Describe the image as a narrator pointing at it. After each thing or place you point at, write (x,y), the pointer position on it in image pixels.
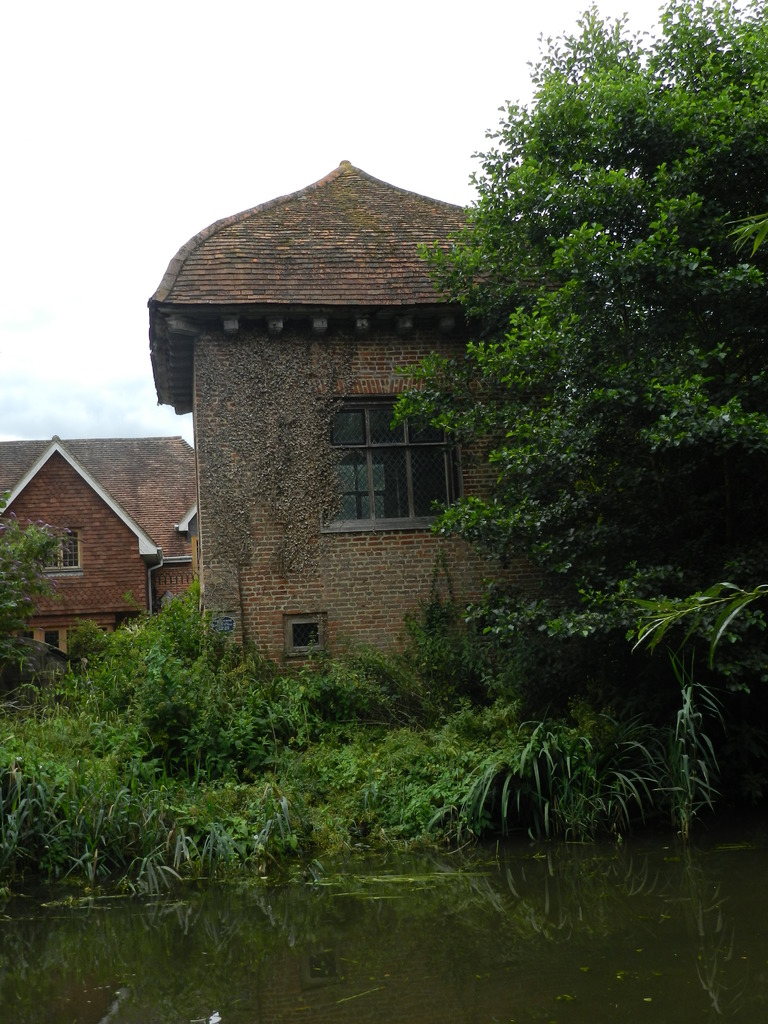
In the image we can see the building (120,532) and the windows (456,465) of the building (324,503). We can even see the tree (720,431), grass (259,812), water (251,898) and the sky (169,191).
